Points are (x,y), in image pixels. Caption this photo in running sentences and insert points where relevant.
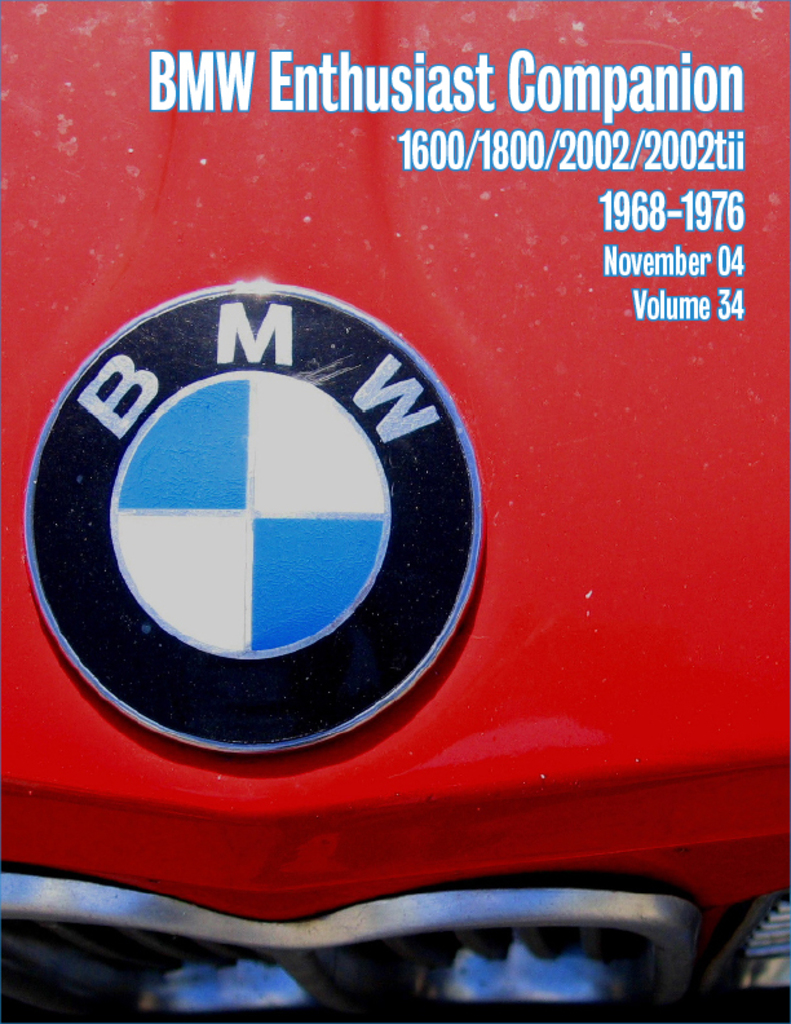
In this picture I can observe logo (219,586) of BMW on the red color surface (356,804). On the top right side (714,111) I can observe some text (530,160) in this picture.
